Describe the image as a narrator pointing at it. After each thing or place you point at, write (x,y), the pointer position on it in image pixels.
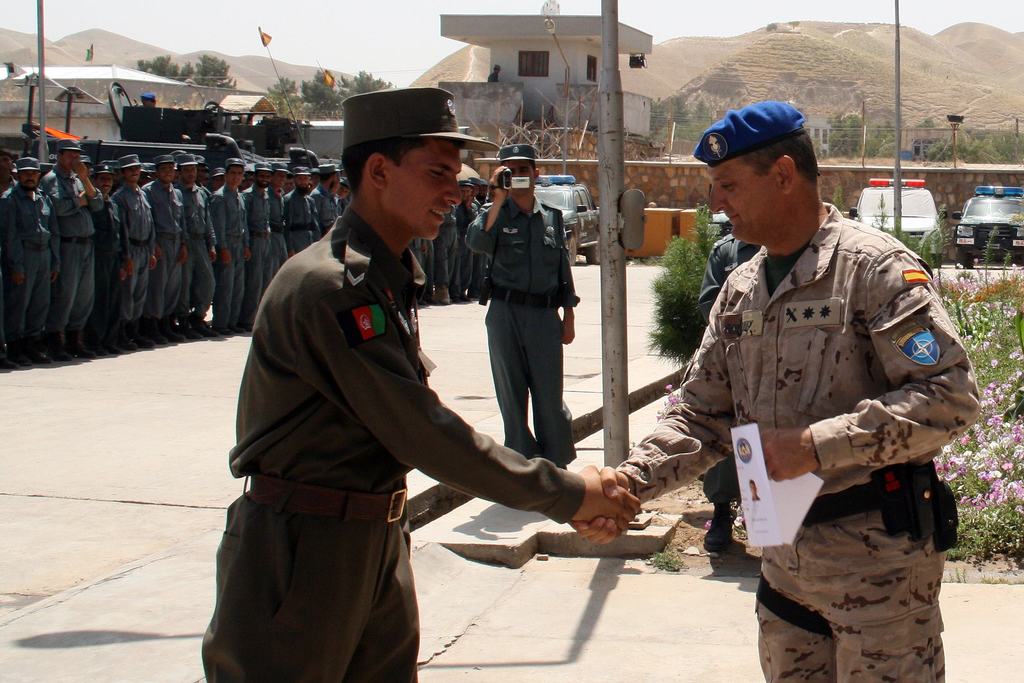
In the foreground (456,143) I can see two persons (588,522) are shaking their hands (607,521) and a person (509,323) is standing and is holding a camera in hand (501,191). In the background (202,231) I can see a group of people (160,200) are standing, light poles (623,213) and vehicles (301,146) on the road (586,455). At the top (285,78) I can see houses (463,35), trees (315,81), fence (814,130), mountains (772,81), plants (671,314) and the sky (224,12). This image is taken may be during a day.
